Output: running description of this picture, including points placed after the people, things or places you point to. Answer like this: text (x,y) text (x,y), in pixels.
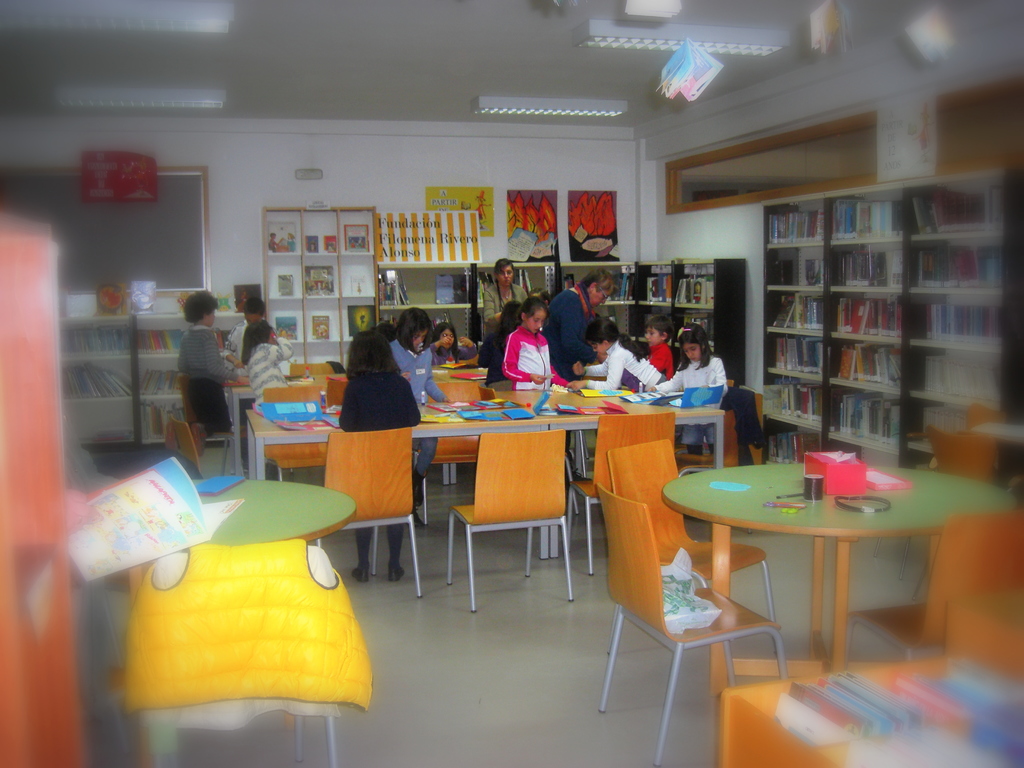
In this image I can see there are small kids (203,372) and few persons (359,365) standing at the table (327,431) and there are few books (790,271) arranged in the bookshelf (869,299) and there are few chairs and there are lights (192,97) attached to the ceiling (449,42).
